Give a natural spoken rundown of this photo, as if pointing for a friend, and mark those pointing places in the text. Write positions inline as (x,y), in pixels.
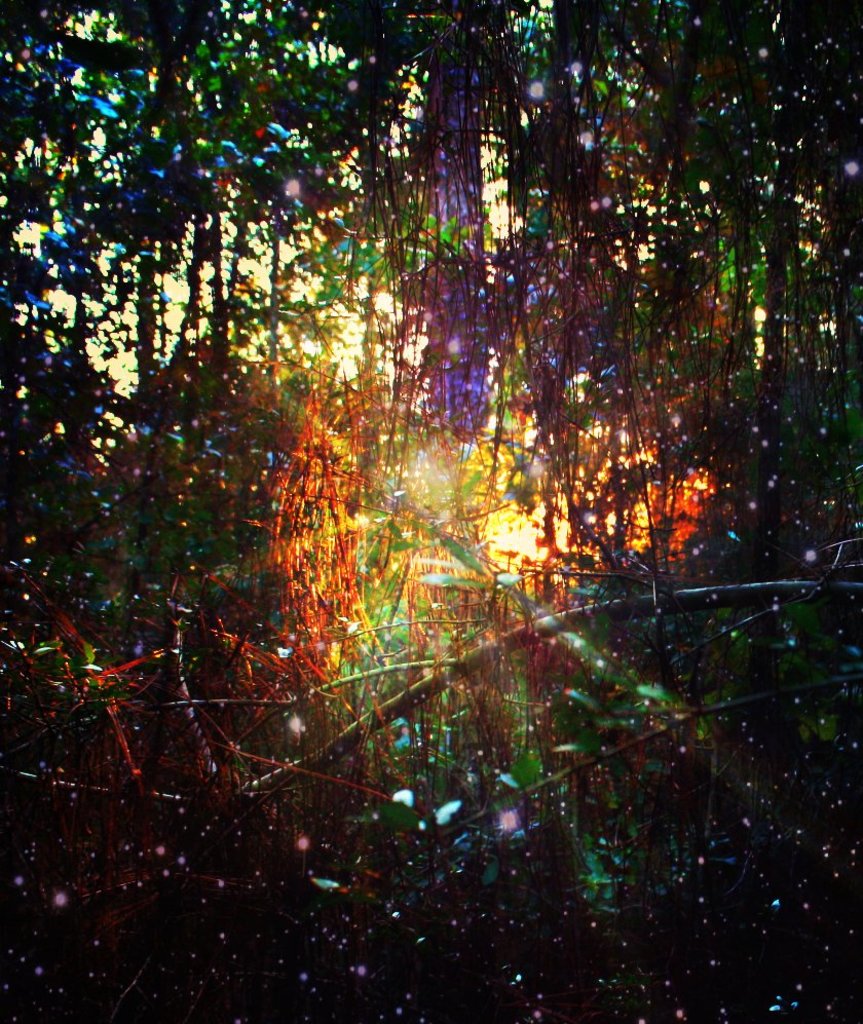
In this image there are trees (470,282), in between the trees (642,646) there is sunlight (307,294).
